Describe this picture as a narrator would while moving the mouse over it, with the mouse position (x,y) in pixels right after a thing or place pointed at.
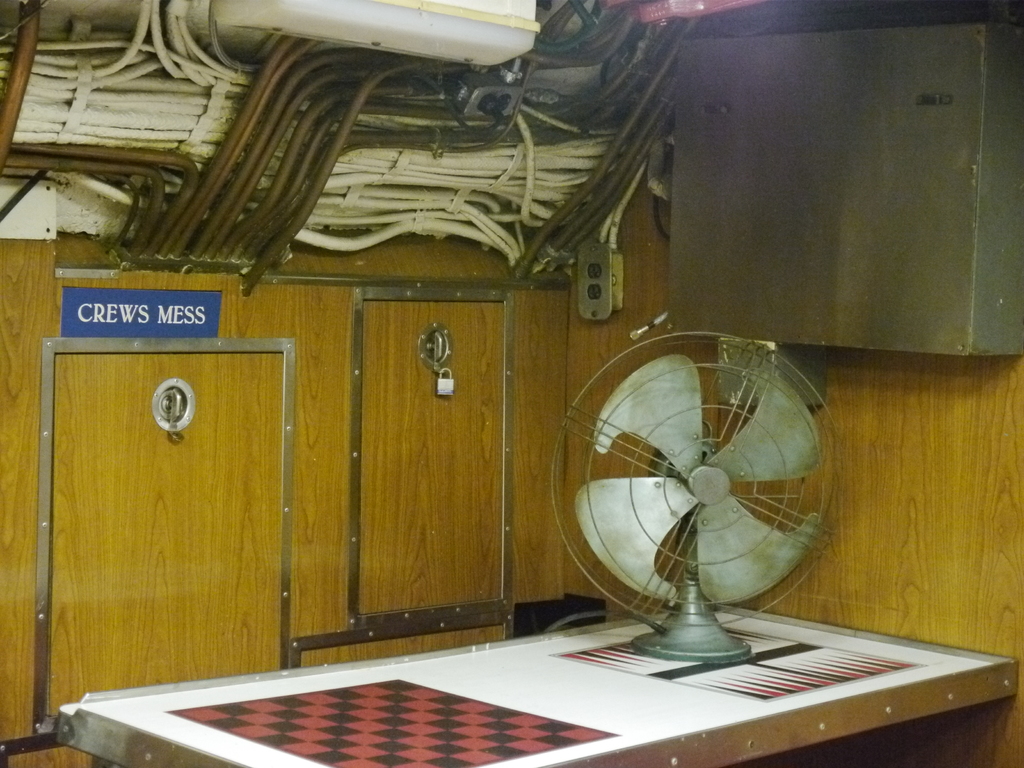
In this image, we can see a table (641,631) with a fan (685,597) on it. We can see some wood (400,459) with doors (179,610). We can see some wires (400,101), rods (333,146) and a white colored object (485,46). We can also see a metallic object (974,339) on the right side of the wood (960,365).
